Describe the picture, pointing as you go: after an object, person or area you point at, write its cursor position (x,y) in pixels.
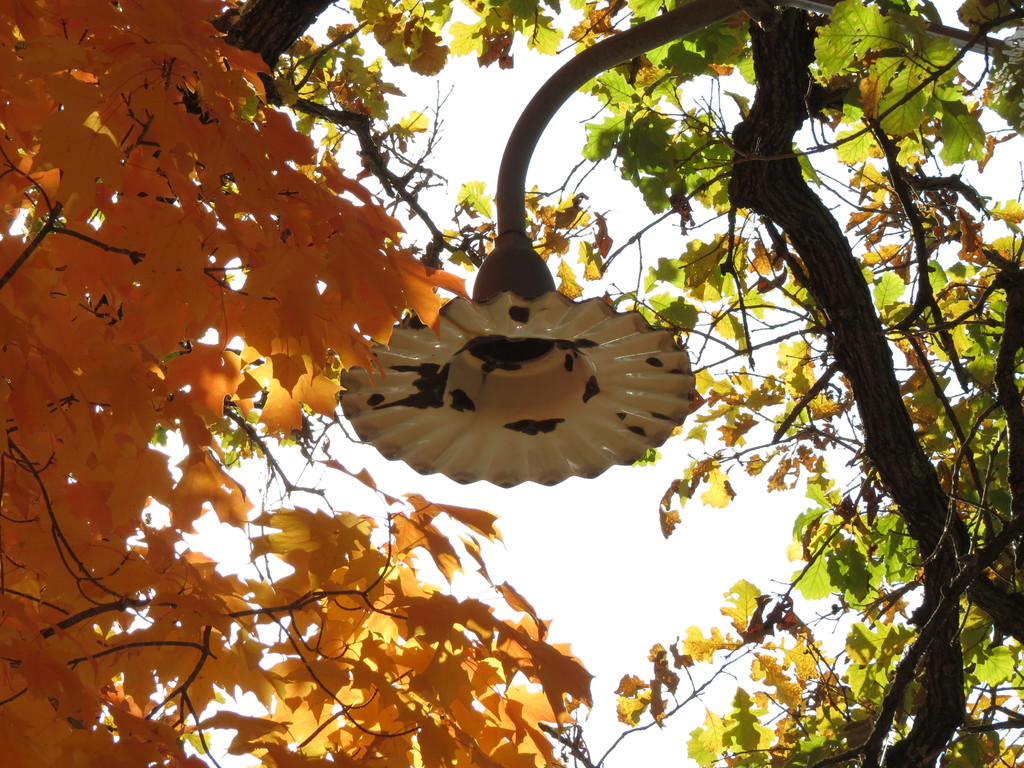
In this image I can see a tree (813,118) to which there are few leaves (806,162) which are green in color and the other leaves (361,354) are orange in color. I can see a object (396,372) which is in the shape of flower. In the background (477,269) I can see the sky (620,612).
